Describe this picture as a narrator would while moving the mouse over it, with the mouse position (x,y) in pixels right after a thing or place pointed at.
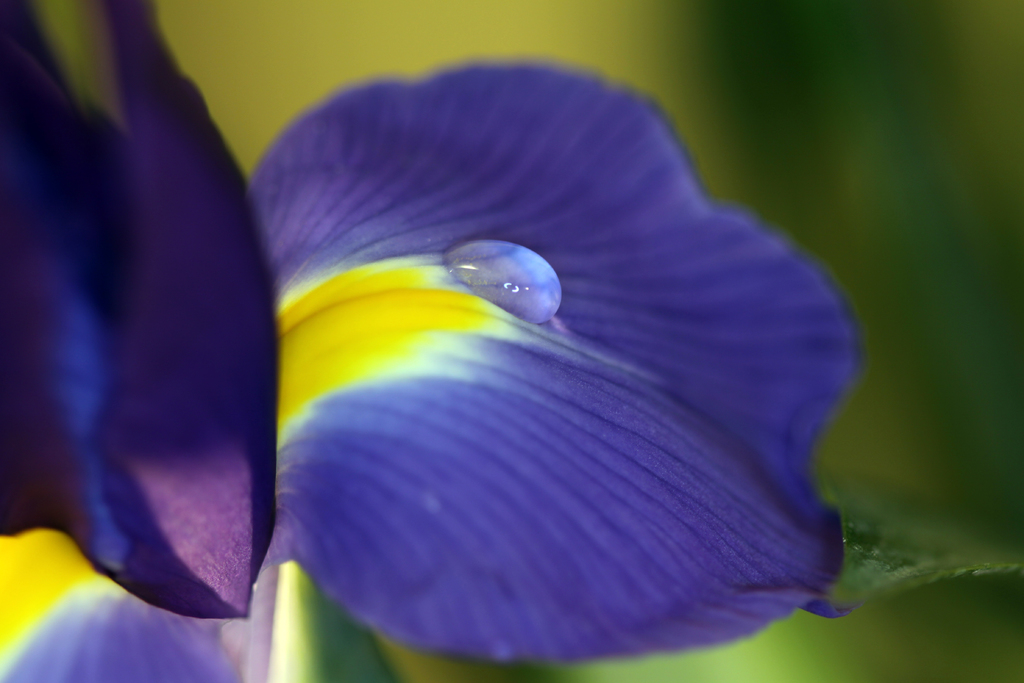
In this image there is a drop of water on a flower petal (530,383).
